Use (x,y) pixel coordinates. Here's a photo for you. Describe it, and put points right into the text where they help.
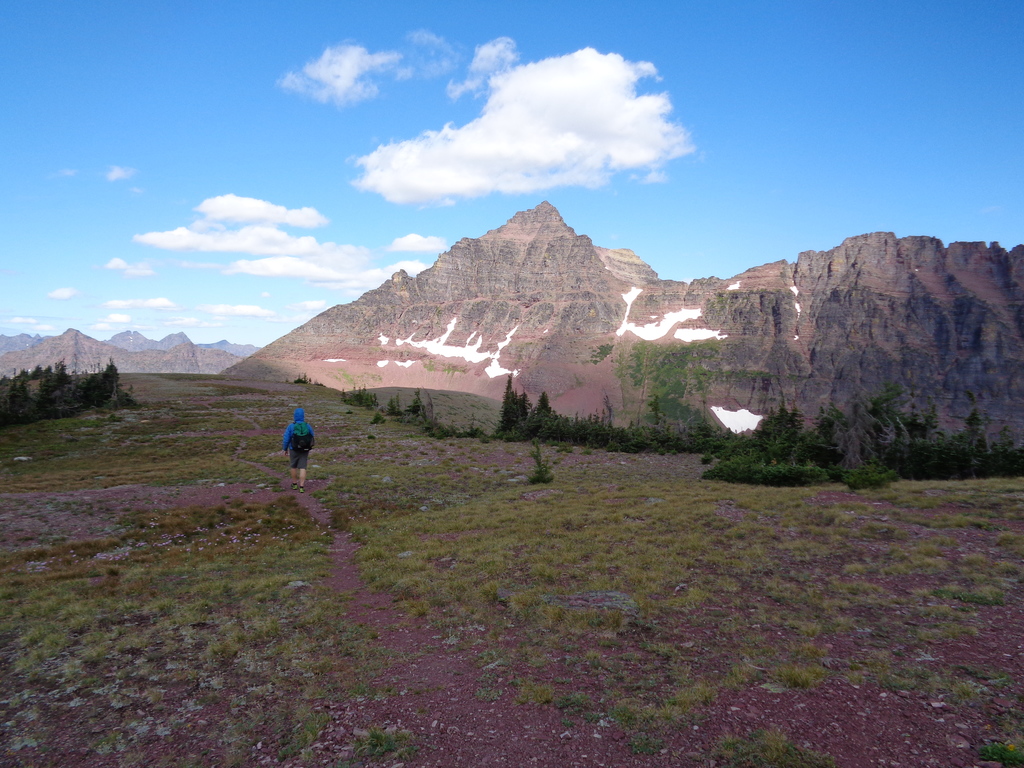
In this image, I can see a person (298,455) standing. These are the mountains (800,311). I can see the trees (776,445) and plants (548,479). Here is the grass (550,588). These are the clouds (642,135) in the sky (847,87).
